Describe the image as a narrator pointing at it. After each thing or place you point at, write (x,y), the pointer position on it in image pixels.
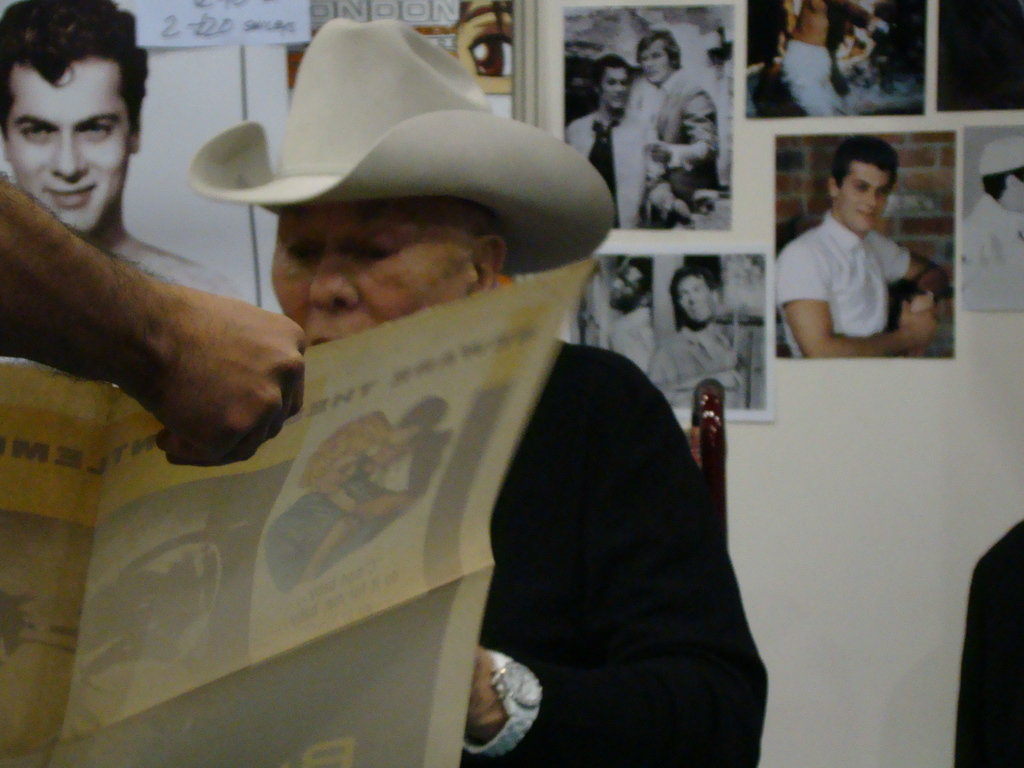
In this image a person (405,266) wearing a hat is sitting on the chair (698,440). Left side (59,504) there is a person (202,375) holding a paper (201,489) in his hand (276,375). Background (864,32) there are few photos (678,395) attached to the wall (817,480).
